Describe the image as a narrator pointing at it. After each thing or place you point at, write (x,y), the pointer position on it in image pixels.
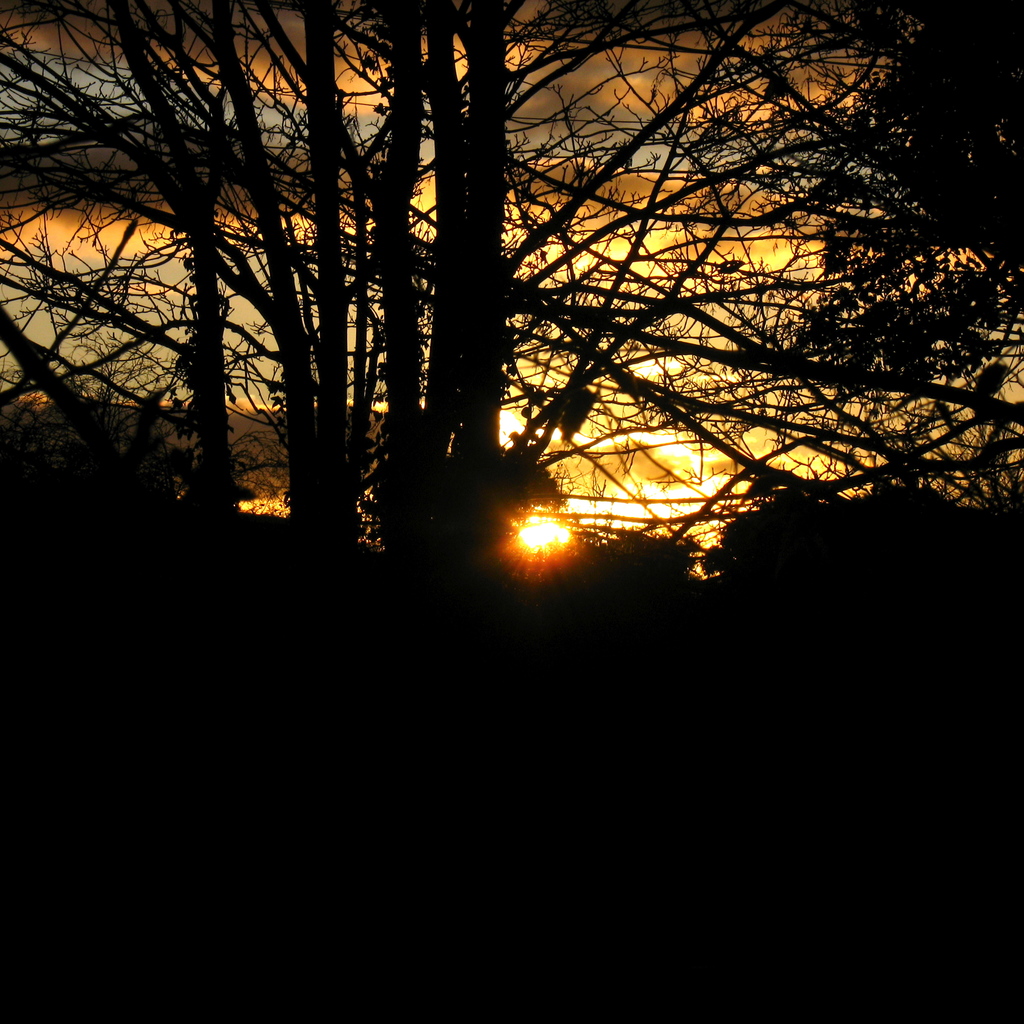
In this image we can see some trees (401,381) and in the background (556,445), we can see the sun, sky (630,398) with clouds (579,503).
